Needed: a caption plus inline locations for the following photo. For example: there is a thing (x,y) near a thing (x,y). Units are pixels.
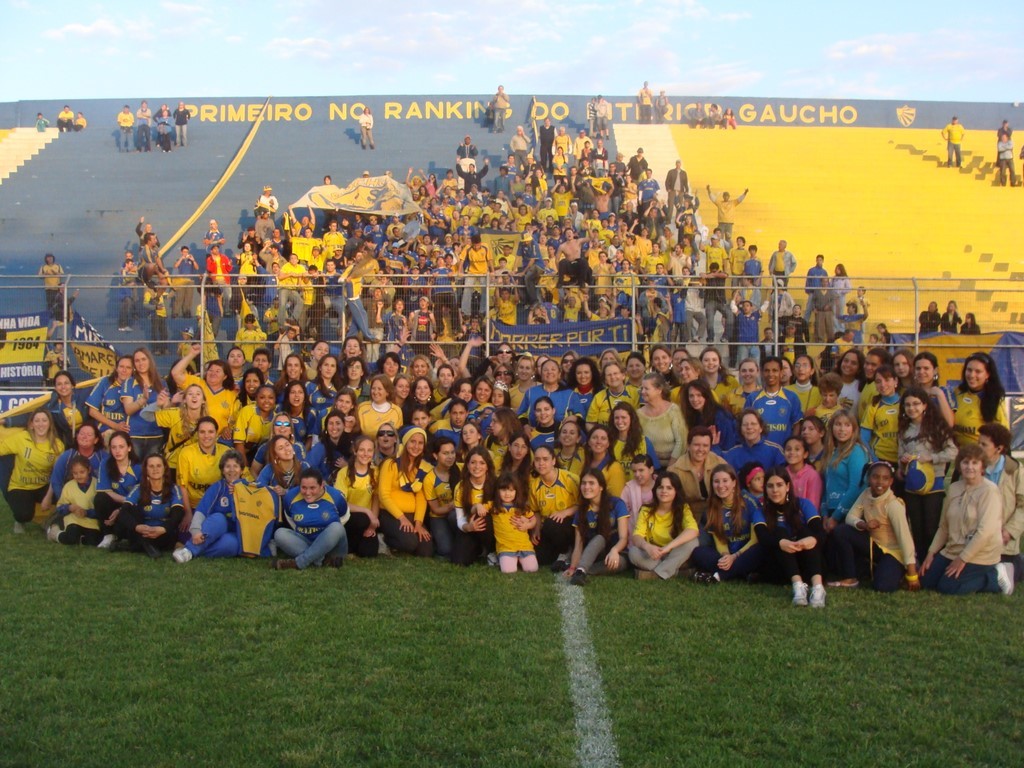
In this image I can see a group of people (669,433) are sitting on the grass (560,582) and smiling, they wore yellow color and blue color t-shirts (654,519), At the back side (362,322) few people (531,187) are standing on this staircase (204,256). At the top (466,36) it is the sky (499,32).
